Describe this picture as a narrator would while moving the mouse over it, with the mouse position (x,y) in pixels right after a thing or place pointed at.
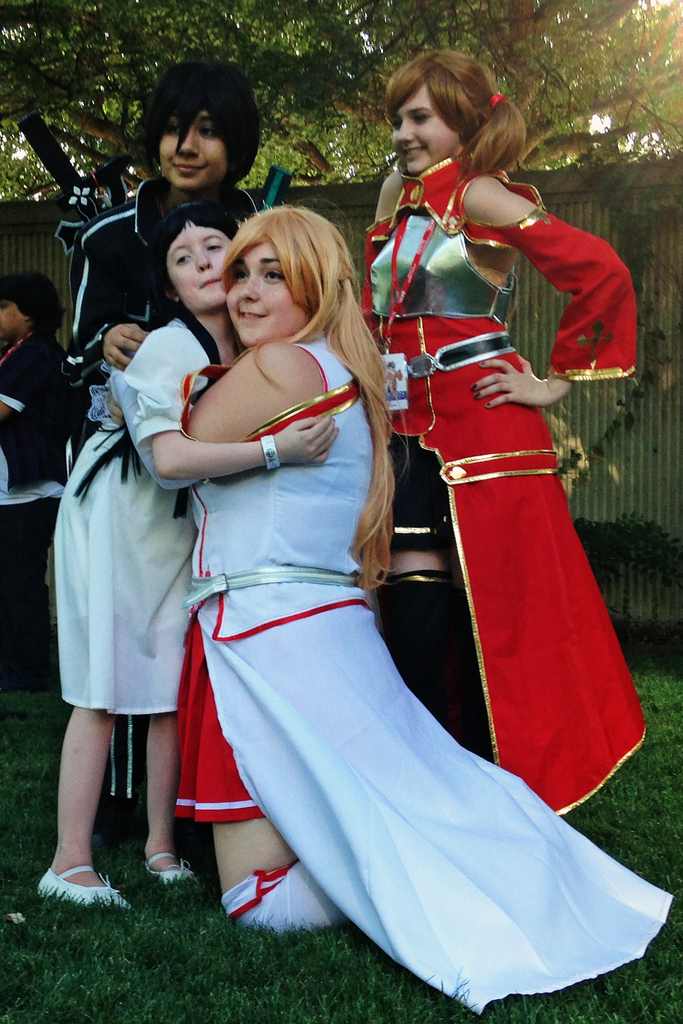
Here in this picture we can see a group of women (283,251) and a child (106,509) in a cosplay (241,484) present on the ground (74,911), which is fully covered with grass (112,938) and we can see all of them are smiling and behind them also we can see other person (25,326) standing and we can see plants (635,203) and trees (113,47) present and we can also see a shed (257,191) present.
